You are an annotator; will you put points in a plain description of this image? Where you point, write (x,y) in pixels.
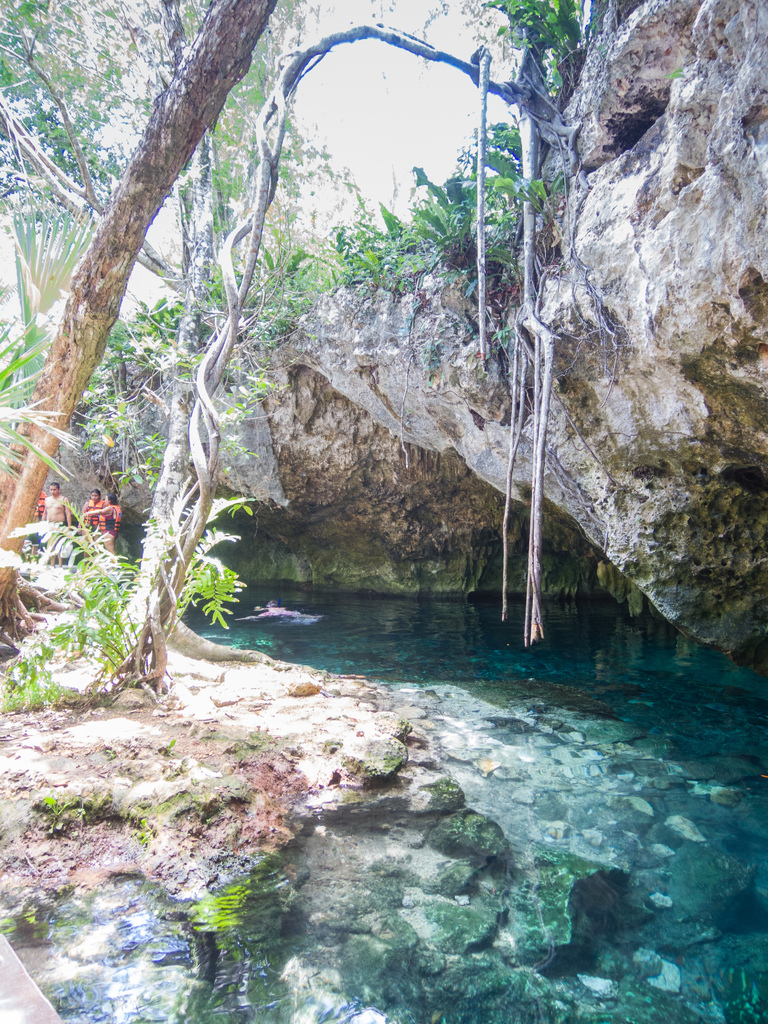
In the image on right side (737,181) there are some stones (749,535) and water (664,905). On left side (62,517) we can see group of people (48,517) are standing and few trees (170,145), on top (419,88) there is a sky (416,105) in middle (291,612) we can also see a person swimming on water (377,621).
